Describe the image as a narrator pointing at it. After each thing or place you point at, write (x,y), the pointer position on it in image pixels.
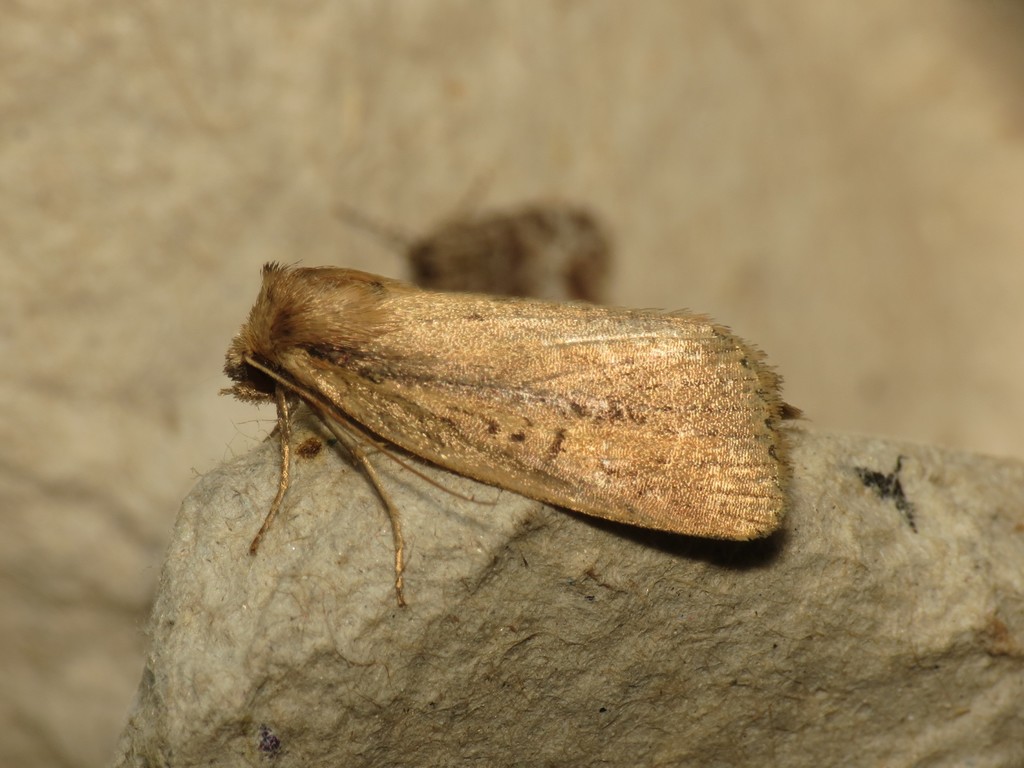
In the image there is an insect (283,404) on a rock (710,570) and the background of the rock (743,623) is blur.
